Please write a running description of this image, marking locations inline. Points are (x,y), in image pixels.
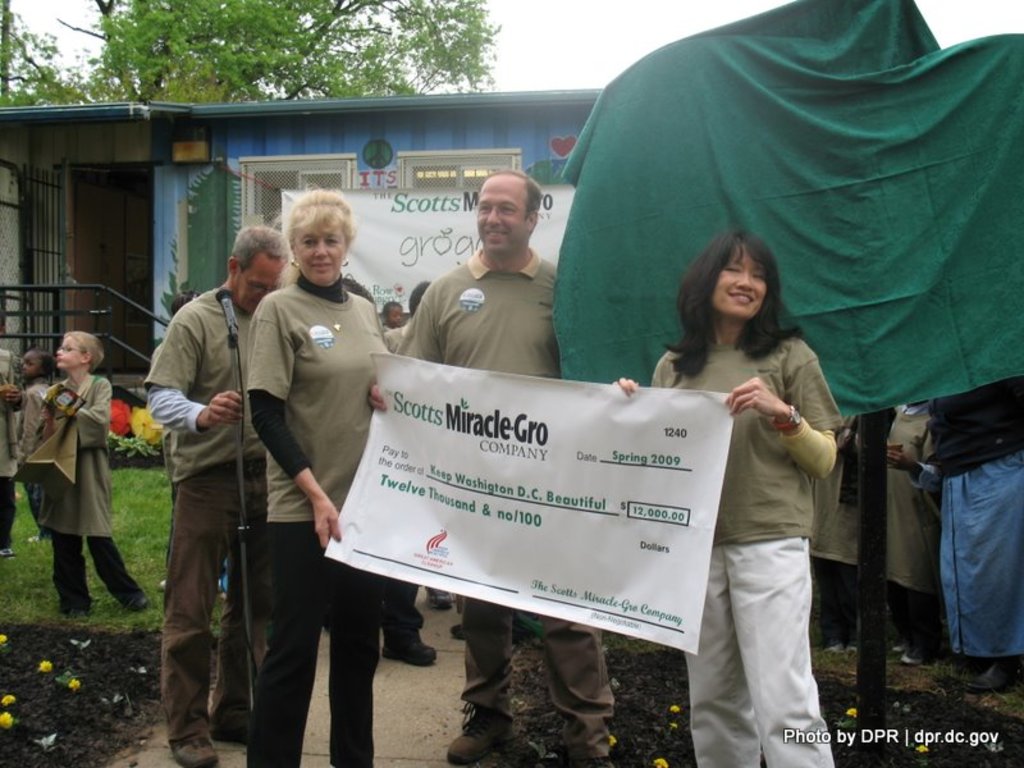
There are some people (490,355) holding a banner (527,440) and standing. In the back (194,333) a person (200,373) is holding a mic (233,324) with mic stand (241,469) and standing. Also there is a green color cloth (829,145). In the back (271,142) there is a building (115,156) with windows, door (104,218) and a railing (115,296). On the building (318,158) there is a banner (390,210). Also there are many other people (94,495). On the ground (141,489) there is grass (114,486). In the background (198,35) there is a tree (259,41) and sky (563,52).
